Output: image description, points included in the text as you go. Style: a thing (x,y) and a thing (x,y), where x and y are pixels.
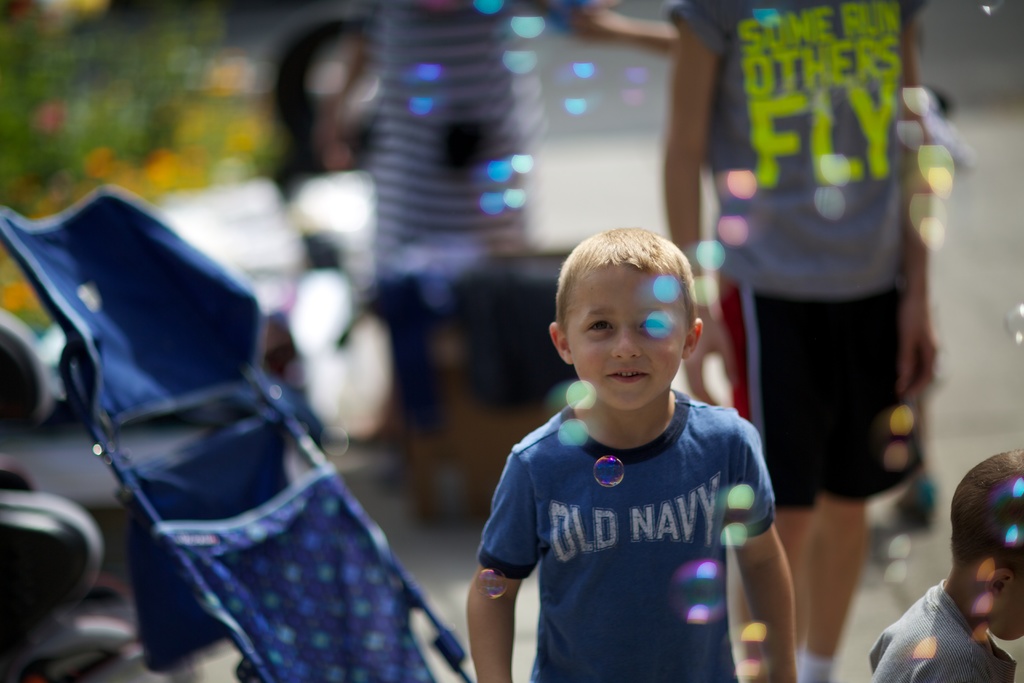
In this picture I can see a boy (640,445) standing, there is a stroller (167,636), group of people (806,626) standing, and there is blur background (352,221).
